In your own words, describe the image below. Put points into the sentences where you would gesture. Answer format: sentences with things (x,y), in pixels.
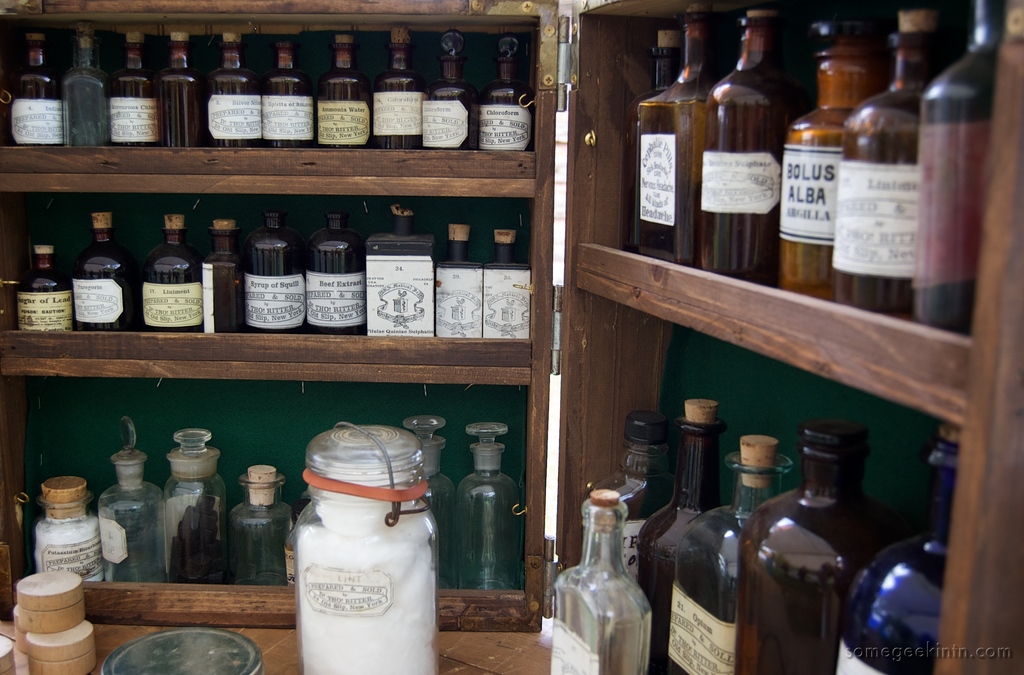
There are group of glass bottles (762,181) placed in a wooden stand (341,355).
